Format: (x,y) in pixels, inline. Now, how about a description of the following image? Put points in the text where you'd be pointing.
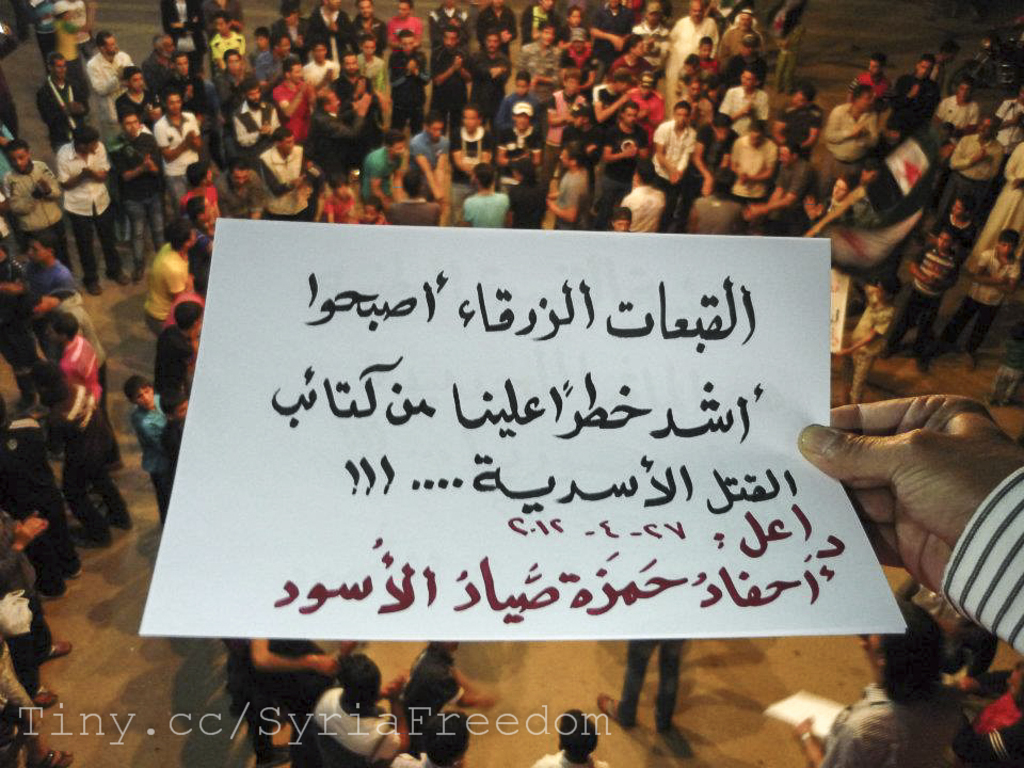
In this image I can see group of people (764,47) standing. In front (705,450) I can see the person (894,458) holding the paper (634,422) and the paper (542,456) is in white color.
